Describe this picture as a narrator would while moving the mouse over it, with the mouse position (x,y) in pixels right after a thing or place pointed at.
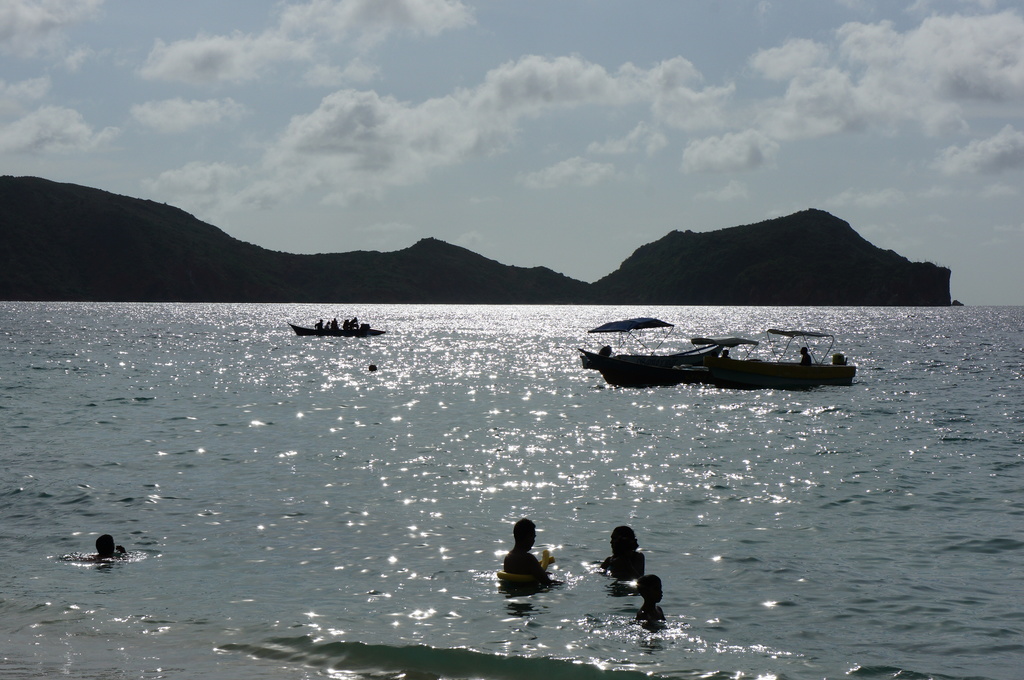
In the image there is a sea (711,405) and some people (608,568) were swimming and few boats (618,363) were sailing on the sea (240,409), in the background (404,249) there are few mountains (747,238).
